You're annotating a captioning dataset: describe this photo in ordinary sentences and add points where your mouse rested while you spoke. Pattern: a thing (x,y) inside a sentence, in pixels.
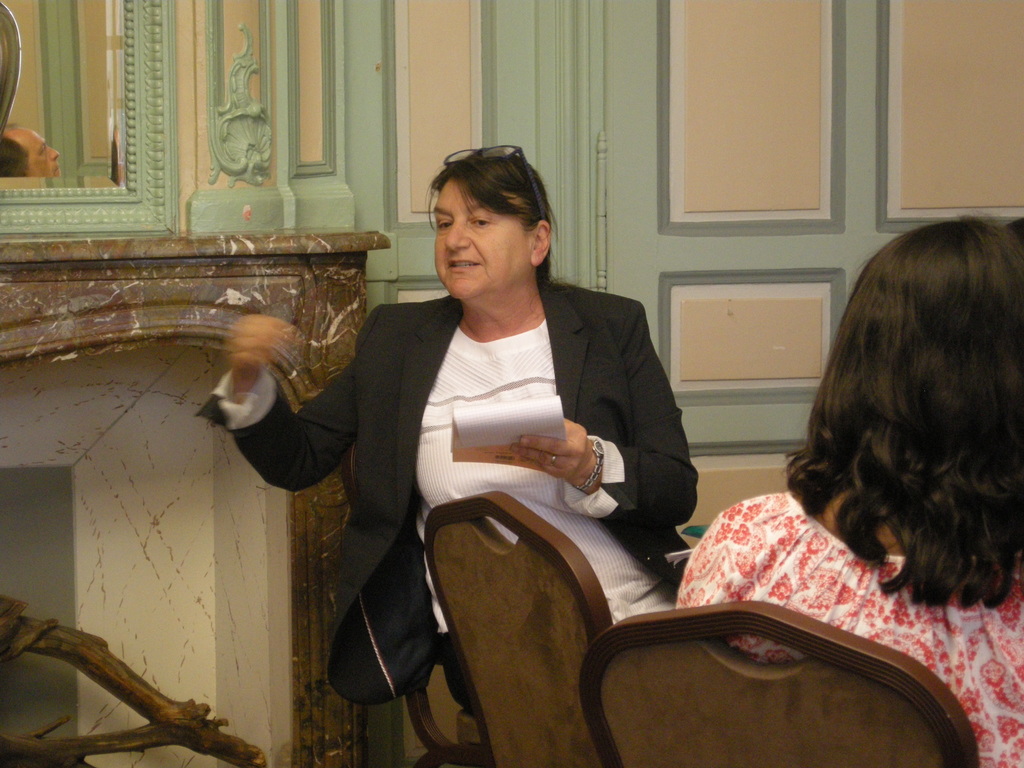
This picture describes about few people (404,326), in the middle of the image (467,371) we can see a woman (512,362), she is holding a book (471,425), and they are seated on the chairs (598,638).
